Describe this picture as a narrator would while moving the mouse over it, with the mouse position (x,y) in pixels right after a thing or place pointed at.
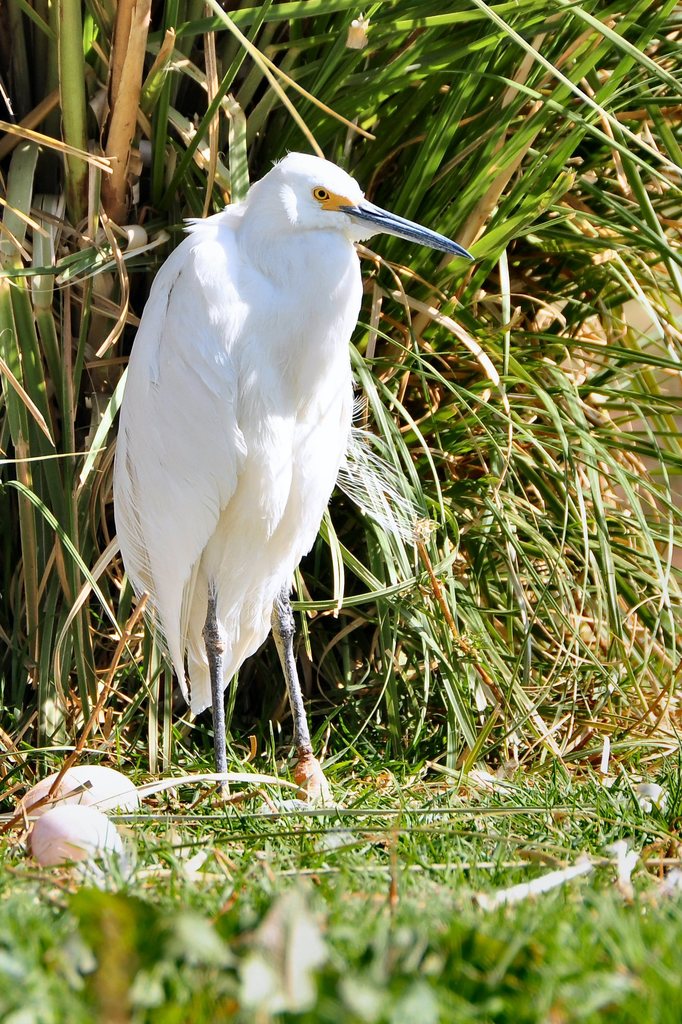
In the middle of the image (359,434) there is a bird (354,188). Bottom of the image (87,825) there are some eggs (50,858) and grass (556,839). Behind the bird (390,216) there is a plant (334,48).
